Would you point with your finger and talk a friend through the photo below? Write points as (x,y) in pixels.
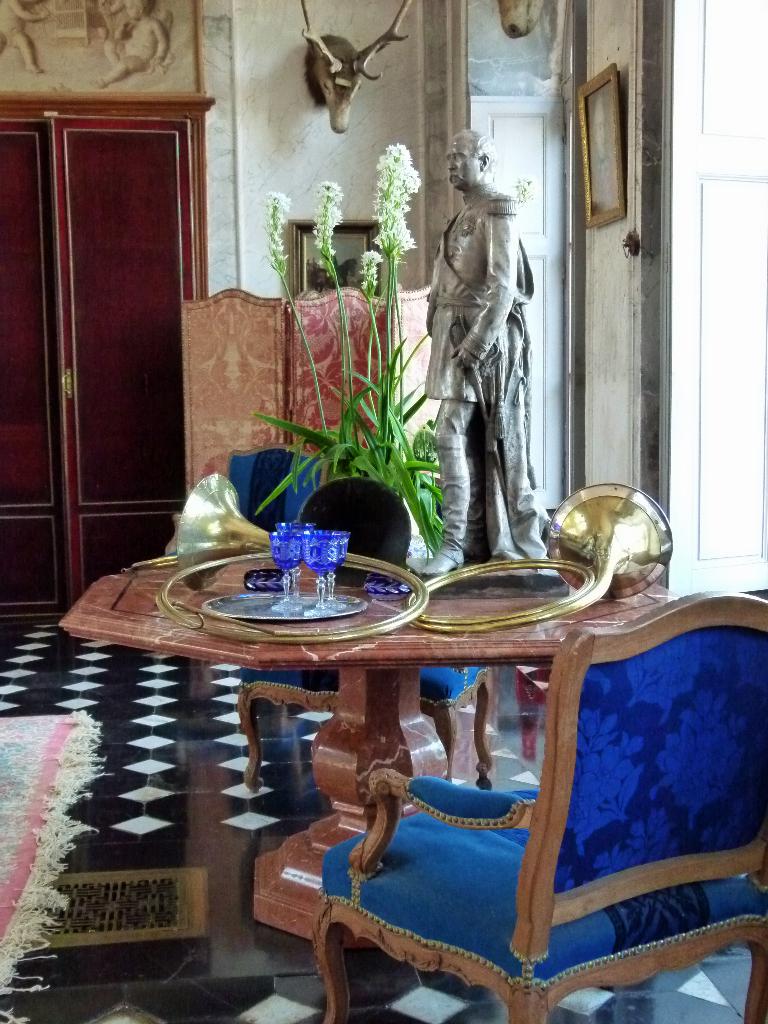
In this image we can see a sculpture (482,430) of a person (497,426). There are few photos (595,169) and objects (354,61) on the wall (397,103). There are few objects (499,565) on the table (354,589). There is a chair (557,850) at the right side of the image (623,859). There is a cupboard (56,382) in the image. There is a mat (25,825) on the floor (100,799).
